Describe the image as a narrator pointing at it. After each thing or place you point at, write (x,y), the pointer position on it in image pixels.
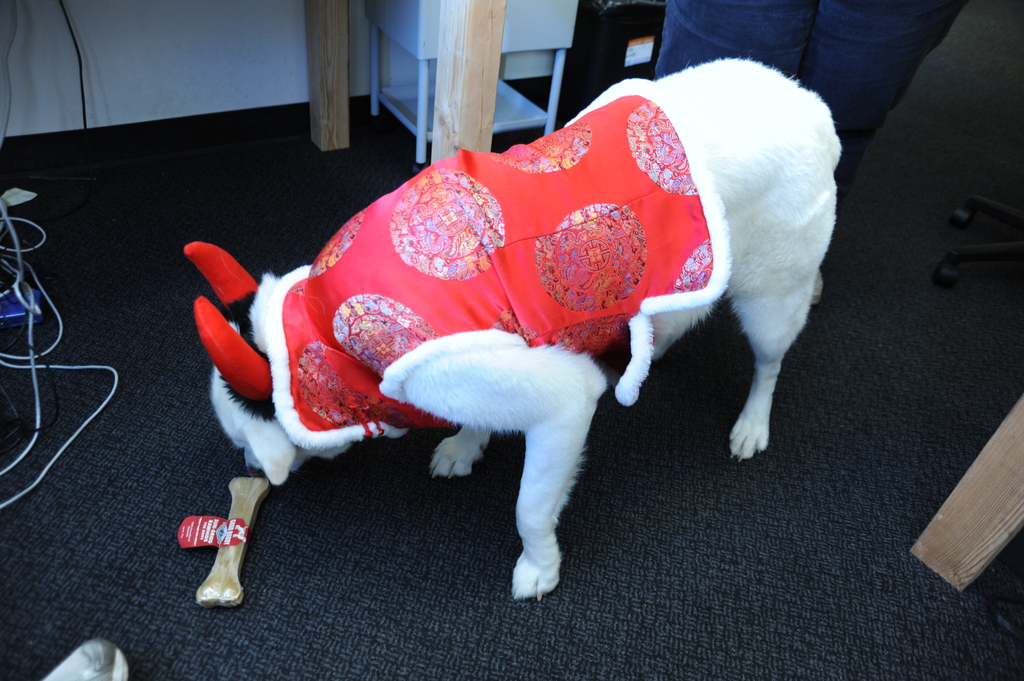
In this image I can see the dog (394,309) in white color and I can also see some object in brown color. Background (785,2) I can see the person (824,39) standing and I can also see few wooden objects (319,18) and the wall (167,79) is in white color.
